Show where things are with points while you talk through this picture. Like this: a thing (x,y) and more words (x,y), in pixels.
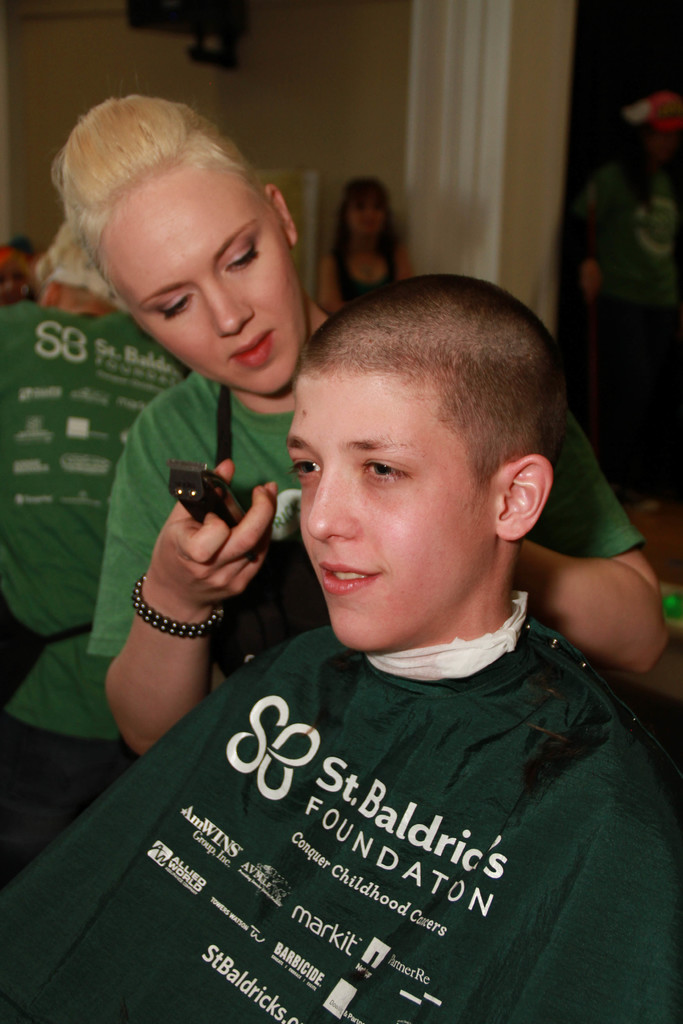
In this picture we can see a woman (131,517) holding an object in her hand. Few people (45,376) and a wall (301,42) is visible in the background (564,112).
